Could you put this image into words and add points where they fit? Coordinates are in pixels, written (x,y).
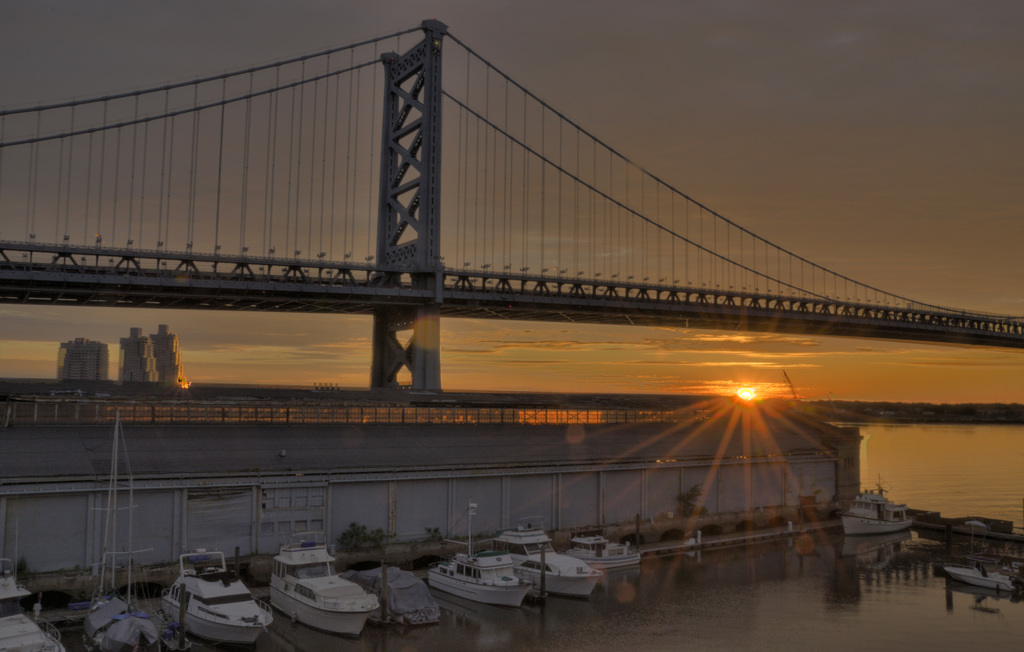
It's a bridge (426,277) in the middle of an image (396,233) and on the down side, these are the boats (520,595) in white color and on the right side (951,459) this is water (954,472).
